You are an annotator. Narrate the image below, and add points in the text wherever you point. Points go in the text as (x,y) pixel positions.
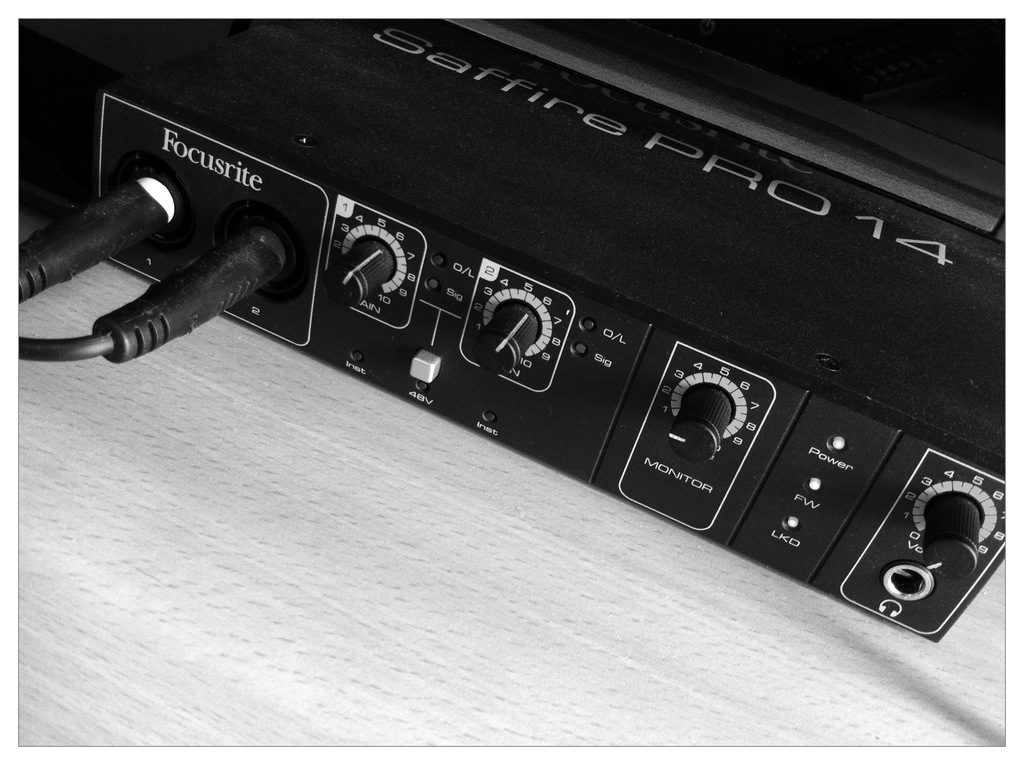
At the bottom (230,576) it is table (150,463). At the top (385,115) there is an electronic gadget (451,230) and cable (150,307).
